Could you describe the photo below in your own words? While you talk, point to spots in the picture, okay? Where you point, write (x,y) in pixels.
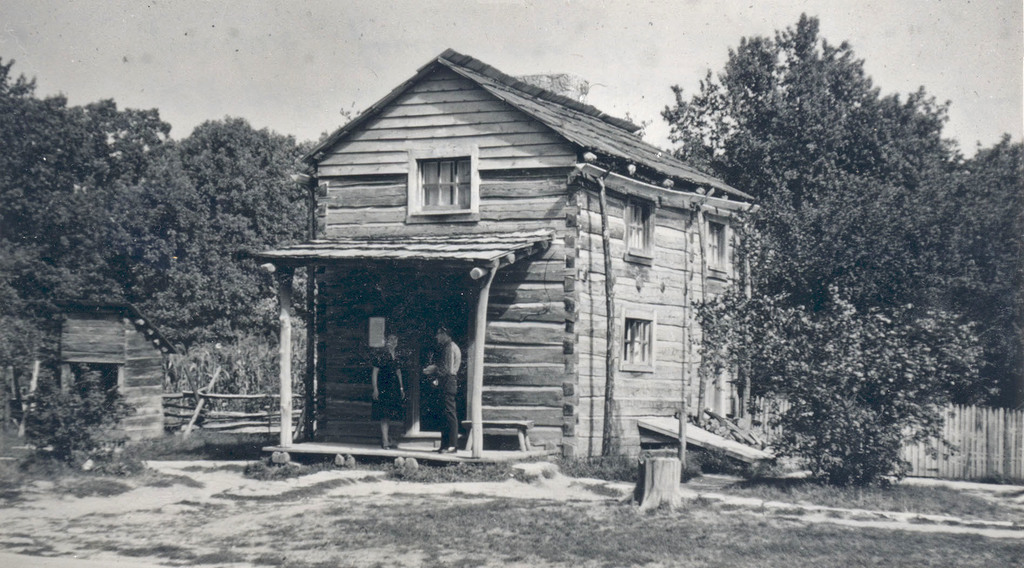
This is a black and white image, where there are two persons (443,331), houses (533,319), plants (48,416), trees (5,301), fence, and in the background (185,55) there is sky (615,44).
